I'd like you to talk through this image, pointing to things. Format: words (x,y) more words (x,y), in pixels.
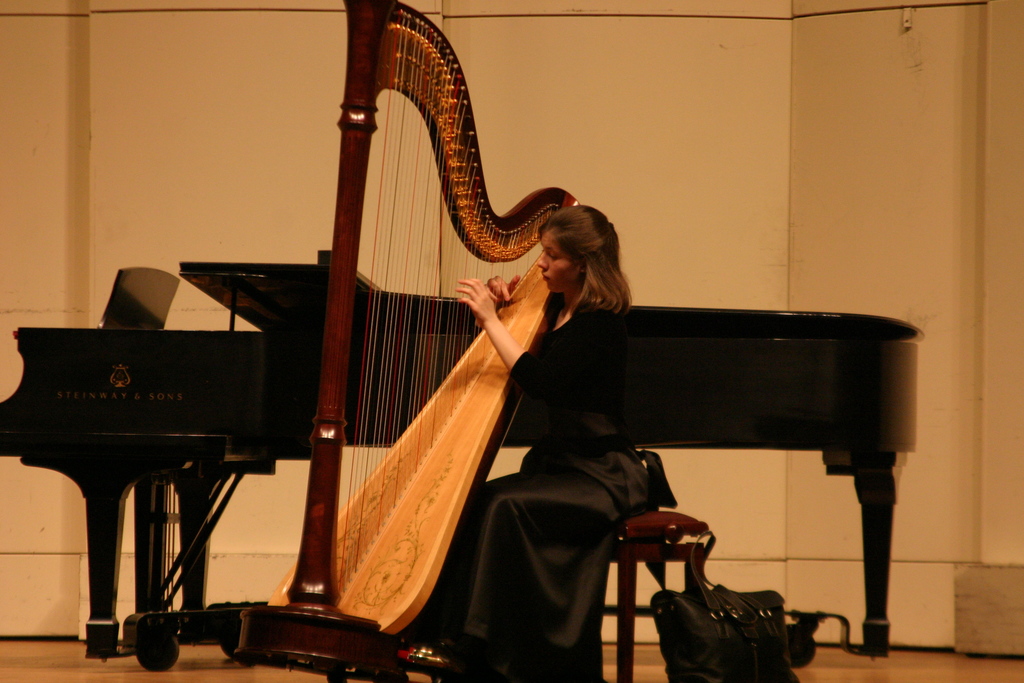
This image consists of a person (522,561) who is sitting on a stool (623,552). There are some musical instruments (327,396). She is holding one of them and there is a bag (719,652) in the bottom (720,669). She is wearing black color dress (605,504).
